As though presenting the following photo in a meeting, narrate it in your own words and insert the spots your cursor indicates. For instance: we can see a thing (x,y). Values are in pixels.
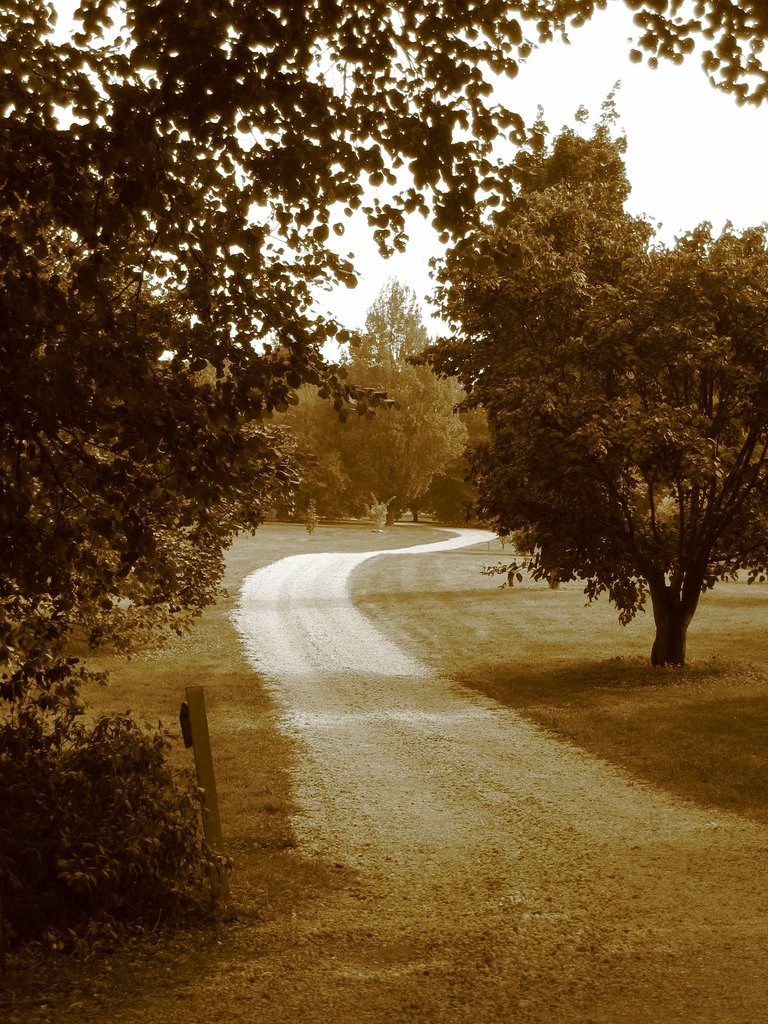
In this picture I can see the road (303,728). Beside the road (739,818) I can see the trees (555,511), plants (38,791) and grass (529,642). At the top (613,53) I can see the sky (575,35).
